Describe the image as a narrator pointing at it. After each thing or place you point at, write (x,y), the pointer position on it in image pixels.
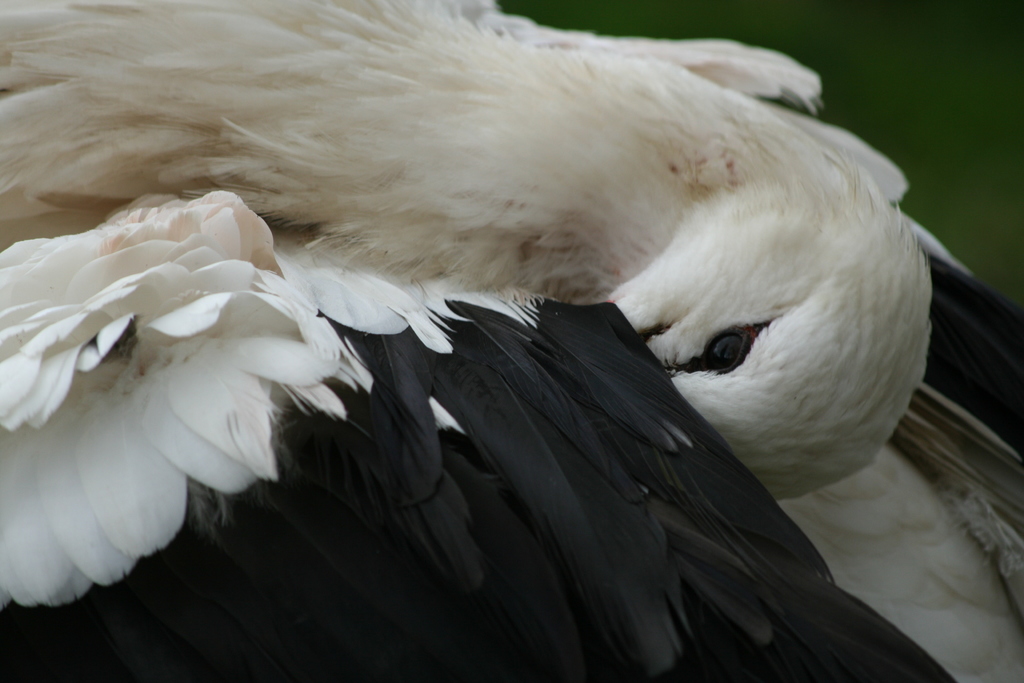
In this image we can see a bird (370,405).
